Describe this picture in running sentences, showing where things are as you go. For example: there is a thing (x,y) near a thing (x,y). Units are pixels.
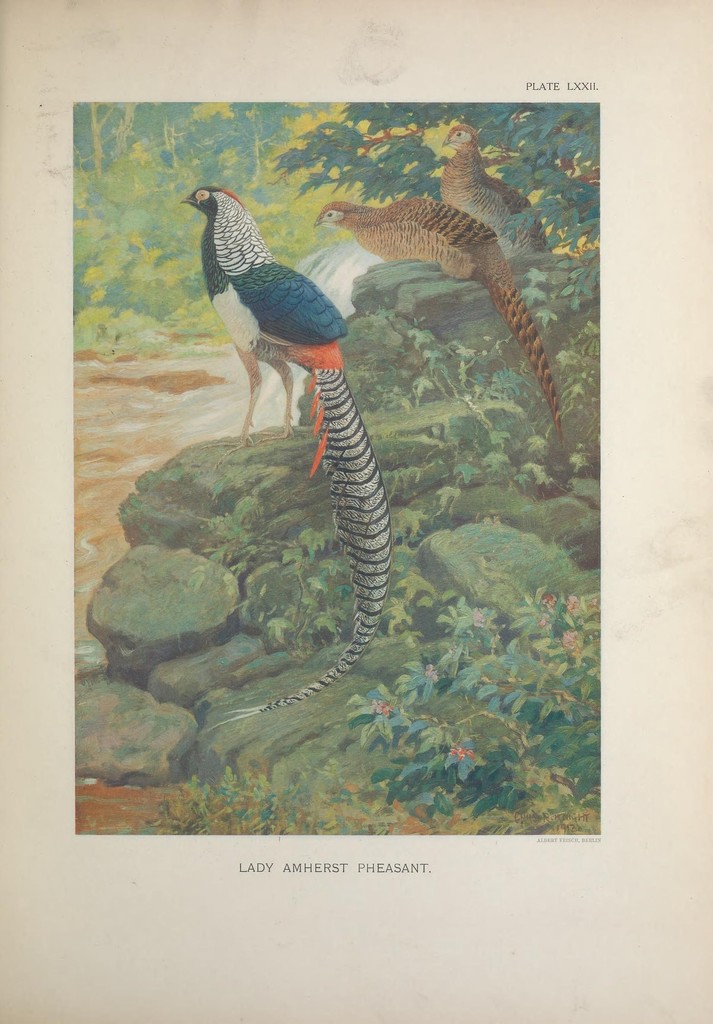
This is a poster and in the foreground of this poster, there are few pheasants (288,327) standing on the side rocks (373,345) of the river (170,434). In the background (186,155), there are trees (233,133).
